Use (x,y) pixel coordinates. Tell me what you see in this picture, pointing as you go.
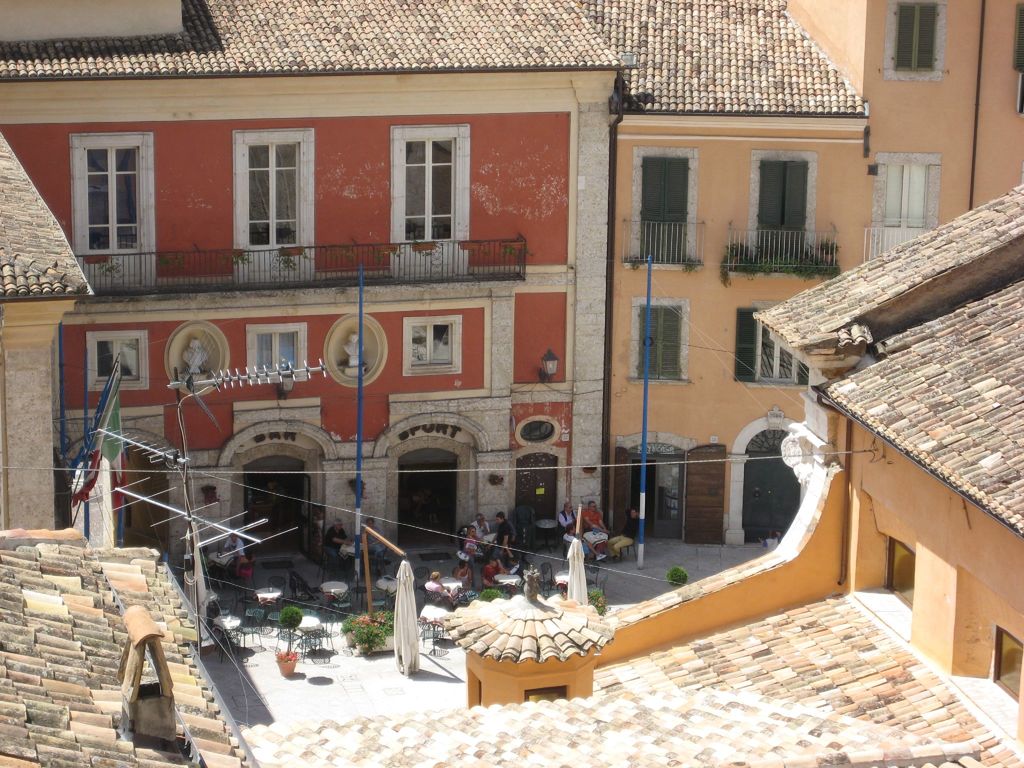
In the center of the picture (362,510) there are tables (430,615), plants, chairs (531,531), people (593,551), poles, tents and other objects (225,386). In the foreground (664,621) there are houses (849,626). In the background (340,190) there are houses (312,252), doors (292,224) and windows (664,213).
